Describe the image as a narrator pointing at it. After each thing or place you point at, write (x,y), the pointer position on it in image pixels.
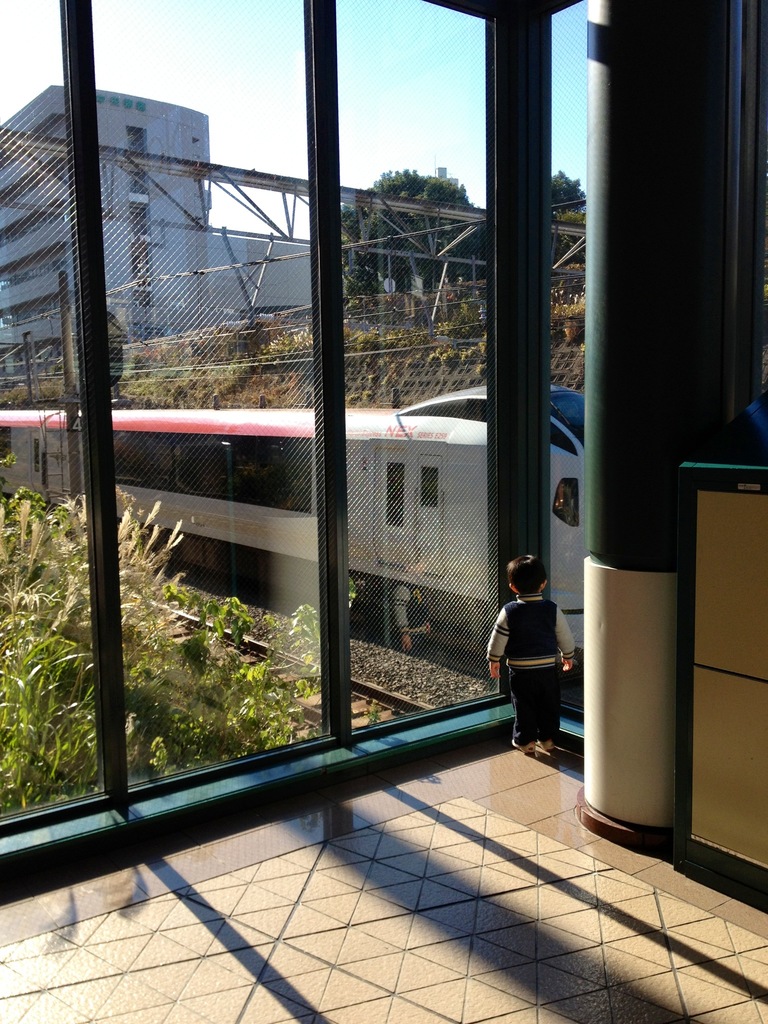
In this image I can see the person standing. In the background (482,562) I can see the railing (374,345) and I can also see the train (388,497) on the track (464,693), few trees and plants (154,694) in green color. In the background (193,310) I can see the building (193,310) in white color and the sky (227,215) is in blue color.
